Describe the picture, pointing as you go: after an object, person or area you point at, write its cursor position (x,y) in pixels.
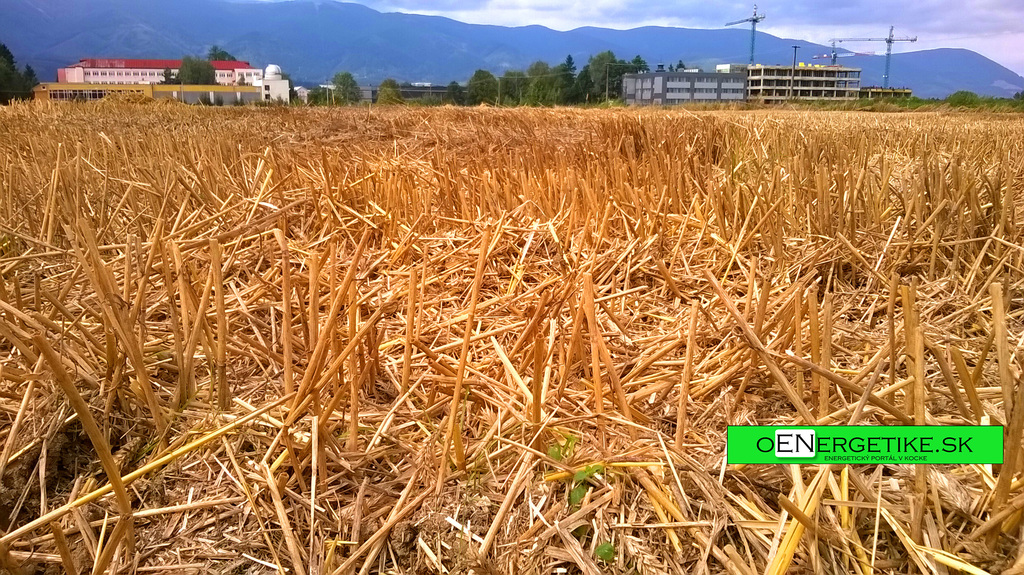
In this image at the bottom (535,444) there are some plants (772,343), and in the background (351,68) there are some buildings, trees (963,93), poles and mountains (757,56).
